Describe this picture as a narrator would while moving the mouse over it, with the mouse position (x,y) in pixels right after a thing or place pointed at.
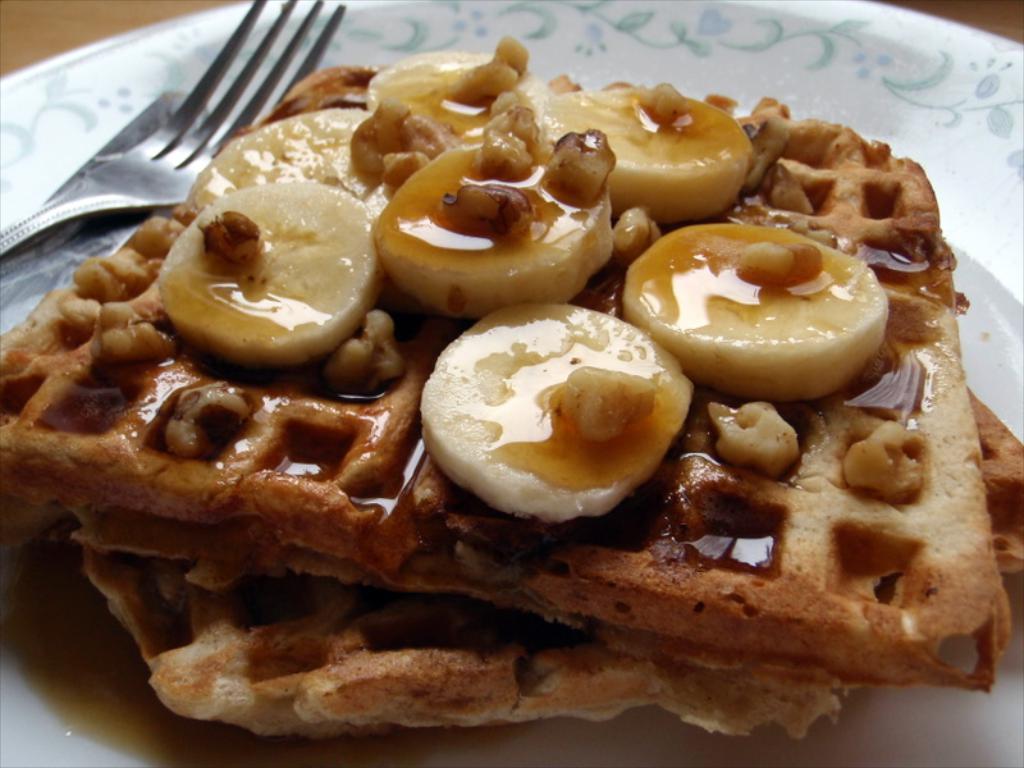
In this image I can see a white colour plate (884,88) and in it I can see a knife (123,216), a fork (132,197) and different types of food (325,507).
